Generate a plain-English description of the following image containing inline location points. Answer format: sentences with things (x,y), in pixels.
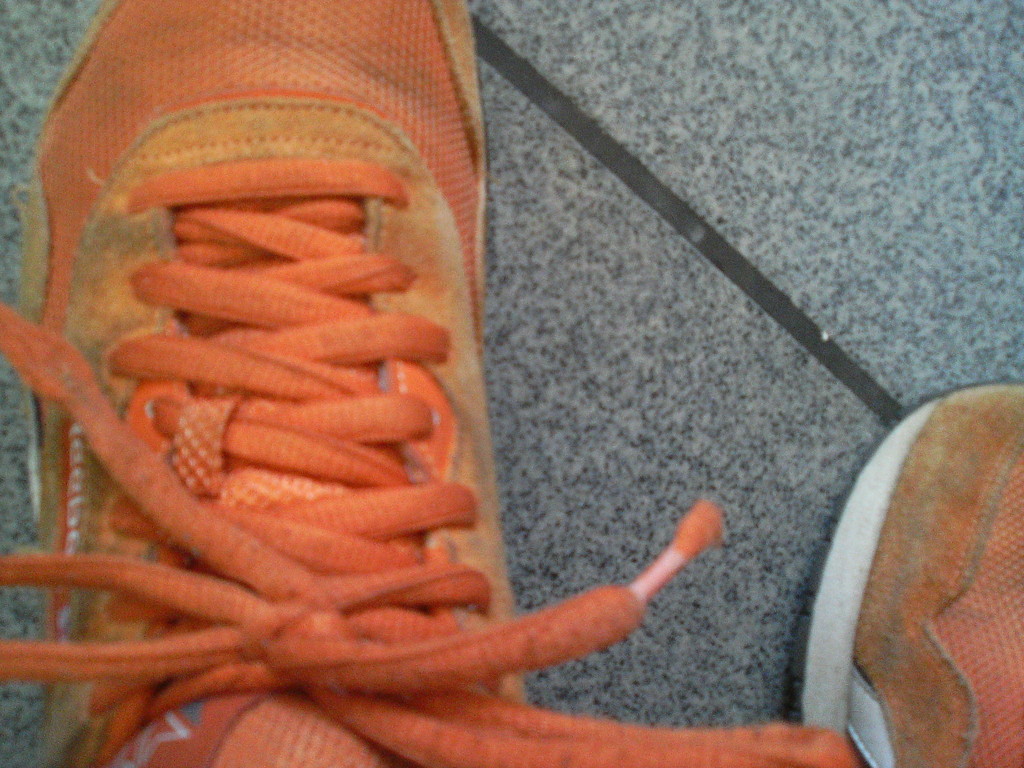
In this image I can see orange colour shoes (618,757). I can also see grey colour surface (638,421).
